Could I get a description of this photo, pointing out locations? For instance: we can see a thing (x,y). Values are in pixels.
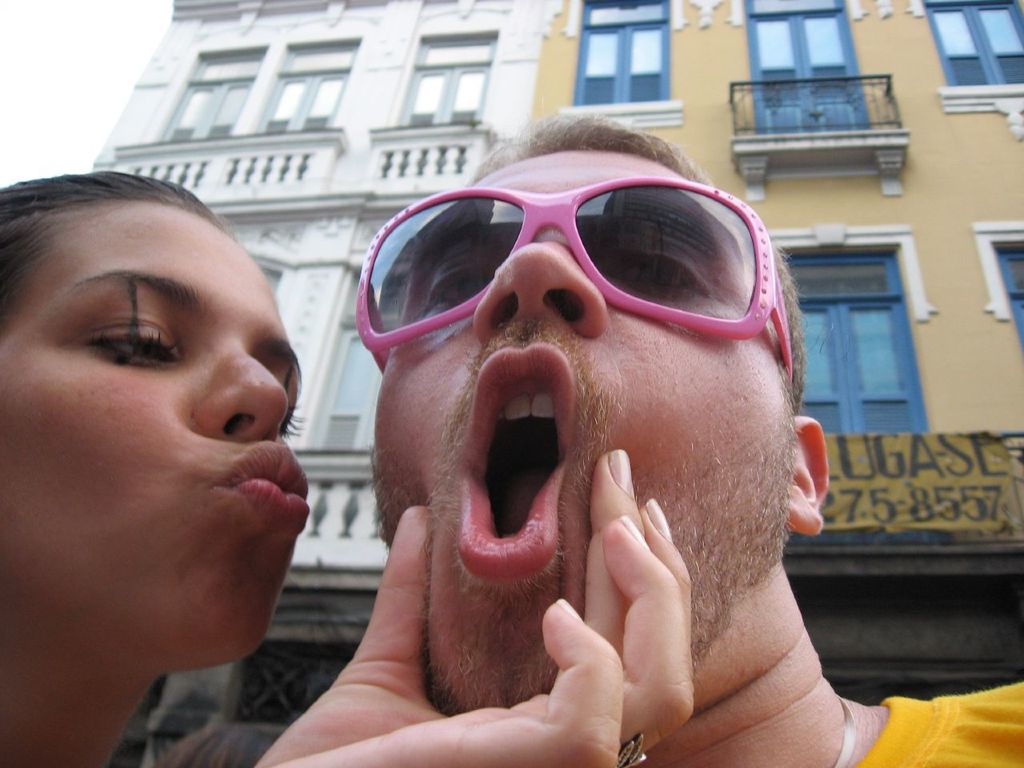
In this picture there are two persons (705,386) in the foreground (816,511). At the back (906,471) there is a building (1011,392) and at the top (67,66) there is sky (67,66).
